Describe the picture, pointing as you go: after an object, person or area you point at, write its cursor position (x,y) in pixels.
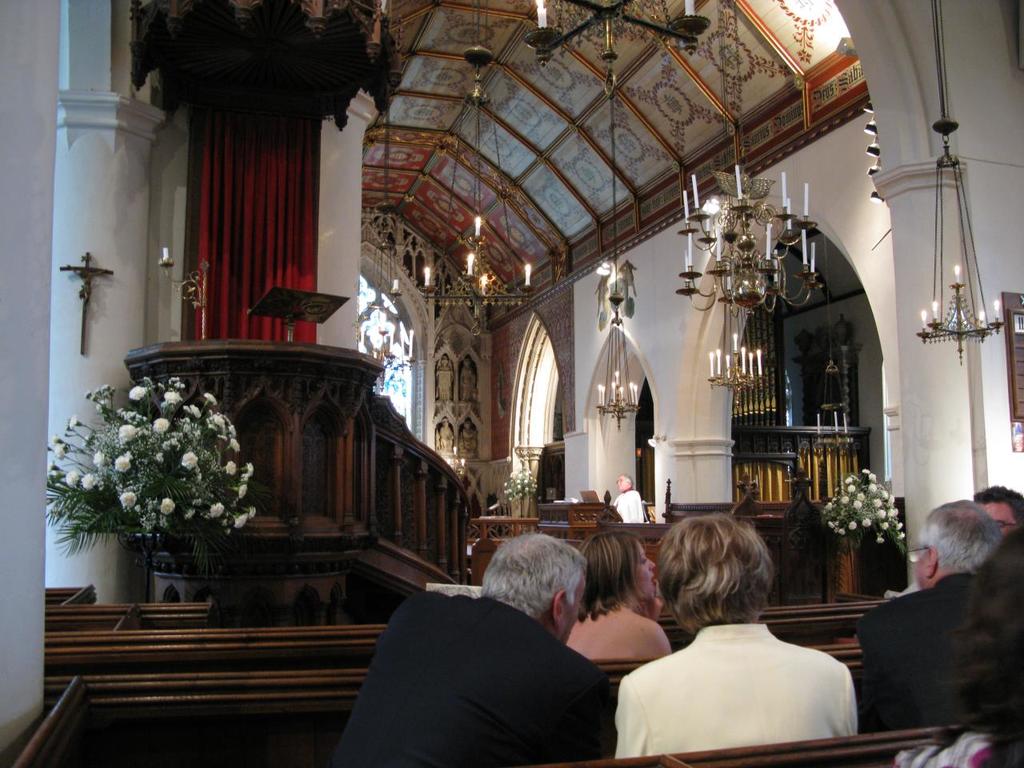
In this image, we can see some plants (157,467) with flowers (190,457). We can see some arches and plants (176,465) with flowers (174,441). We can also see the wall (1023,182) with some objects (624,265). We can see the roof (727,125) and some lights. We can also see a red colored object (312,170). There are a few benches (835,640) and people (397,758). We can see some wood (842,751).
